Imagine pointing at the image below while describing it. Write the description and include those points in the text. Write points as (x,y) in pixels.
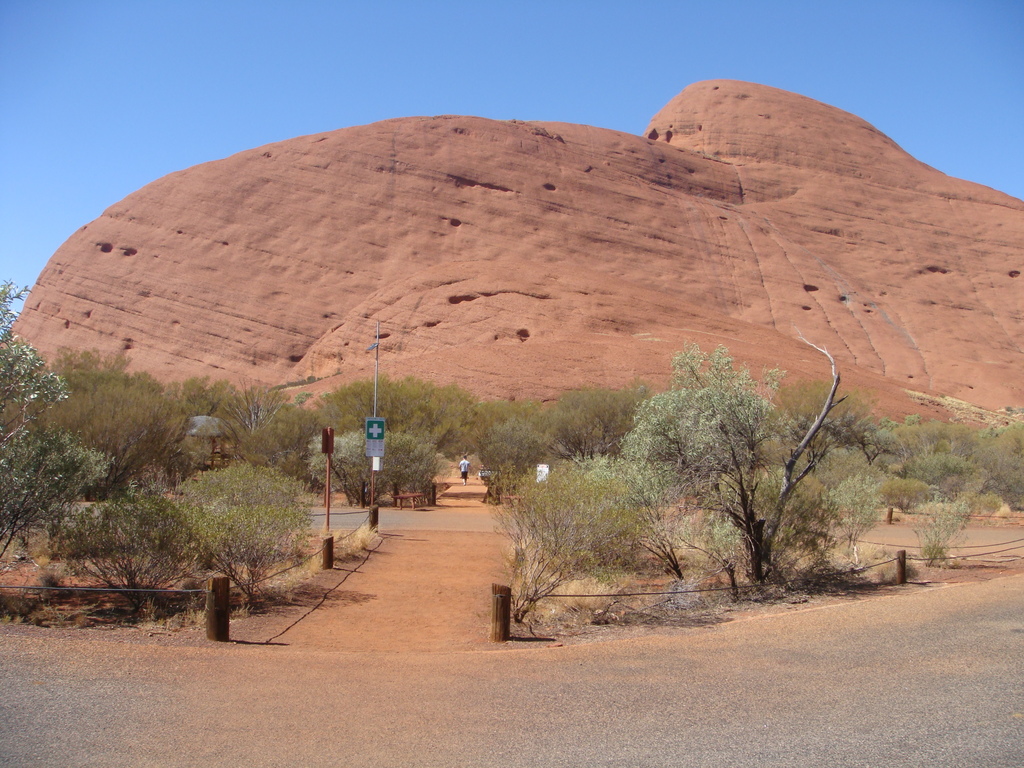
In the center of the image (567,313) we can see a mountain (854,265). At the bottom (438,714) there is a road (377,721) and we can see trees (585,489). There is a pole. In the background (268,103) there is sky (749,50).
